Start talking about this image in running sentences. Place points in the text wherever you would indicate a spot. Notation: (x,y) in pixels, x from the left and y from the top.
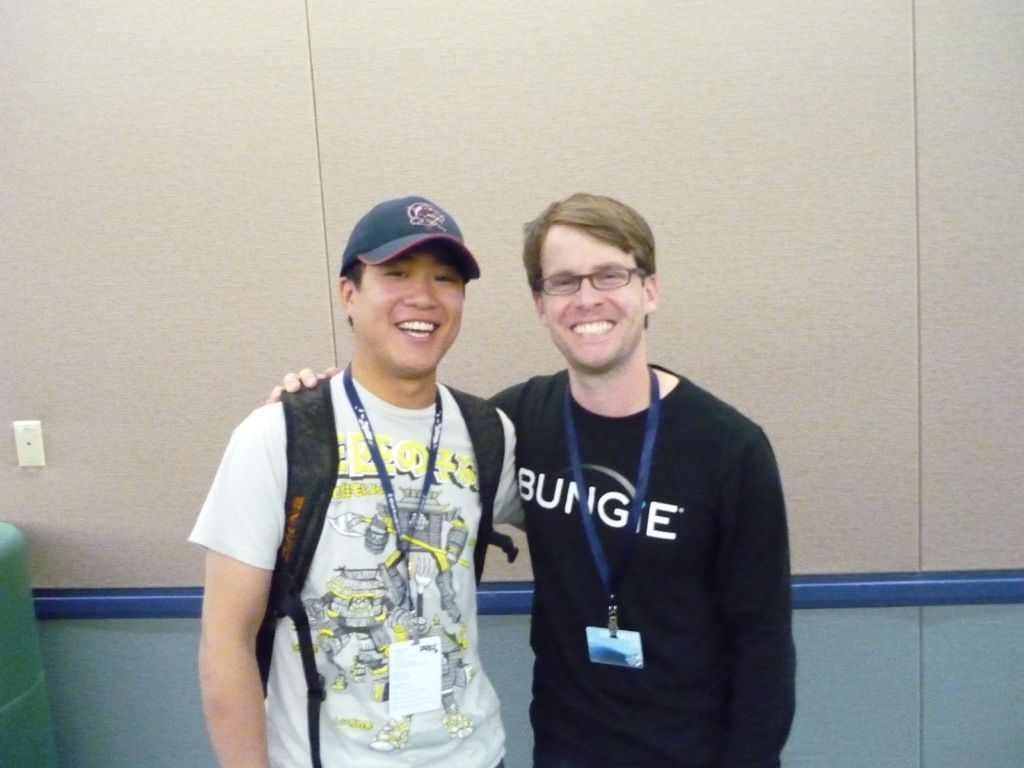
In the center of the image (593,328) we can see two persons (358,443) are standing and smiling and wearing id cards (397,664). And a man (357,427) is wearing cap (446,246) and carrying a bag (317,493). In the background of the image (170,34) we can see the wall (214,201). In the bottom left corner (3,549) we can see a bin (19,552) and board (32,449).
